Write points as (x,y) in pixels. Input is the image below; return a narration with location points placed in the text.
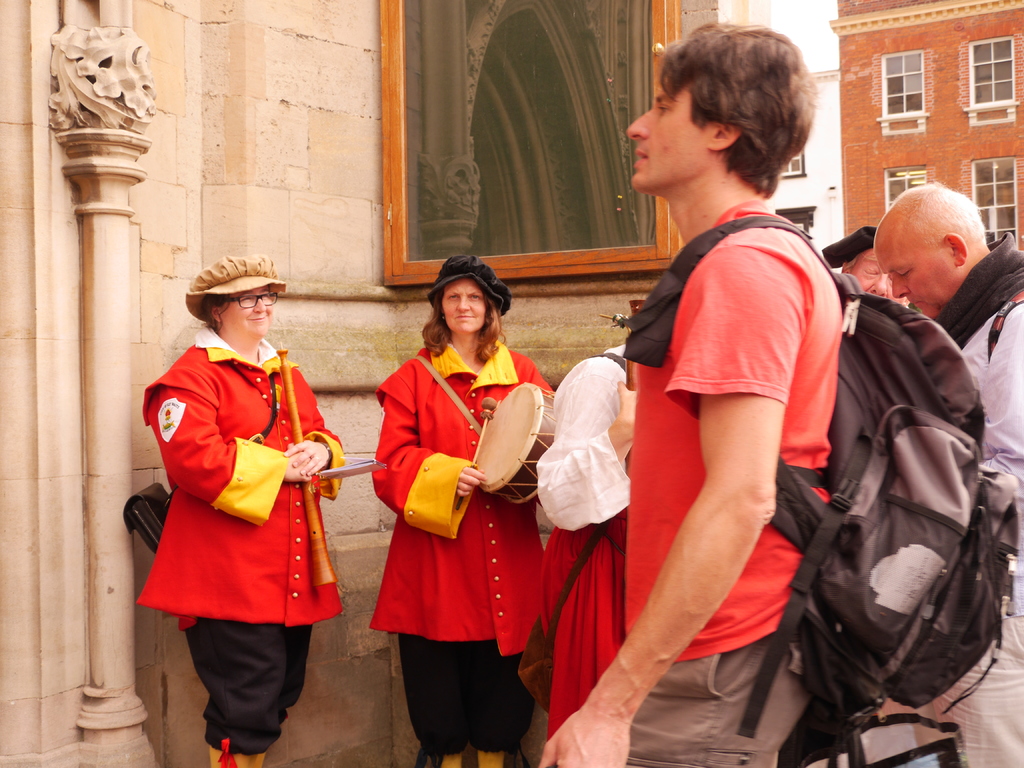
In this picture I can see few people (470,302) in front (662,389) and I see a man (685,467) who is wearing a bag (803,474) and I see 2 women (263,367) who are smiling and in the background (218,220) I see the buildings (345,267).
